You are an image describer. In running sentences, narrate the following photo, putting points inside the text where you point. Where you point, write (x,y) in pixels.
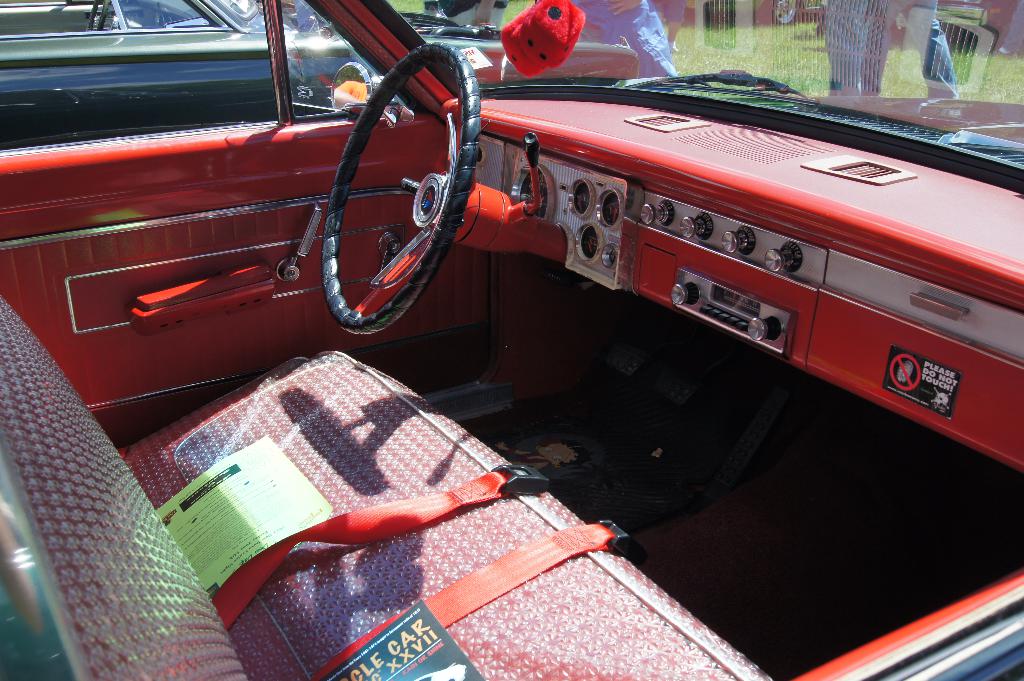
In this image in the foreground (300,503) inside the car (573,206) we can see steering wheel (471,135), switches (668,203), seat (126,493) with bubble wrap (344,611), papers (388,631). Outside we can see another car (128,37) and few persons (857,33) are there.
